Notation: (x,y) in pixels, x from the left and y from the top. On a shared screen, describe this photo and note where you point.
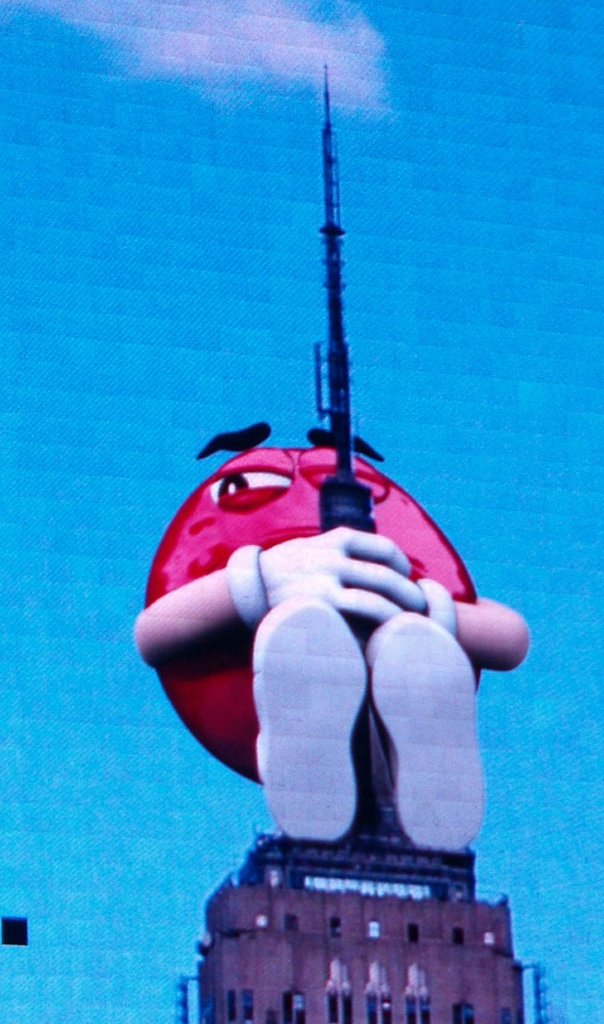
This is an edited image. At the bottom (385,930) there is a building (287,944). On this building (355,860) there is an edited emoji (245,654) which is in pink color and holding an object (340,522) in the hands (343,597). The background (28,834) is in blue color.
